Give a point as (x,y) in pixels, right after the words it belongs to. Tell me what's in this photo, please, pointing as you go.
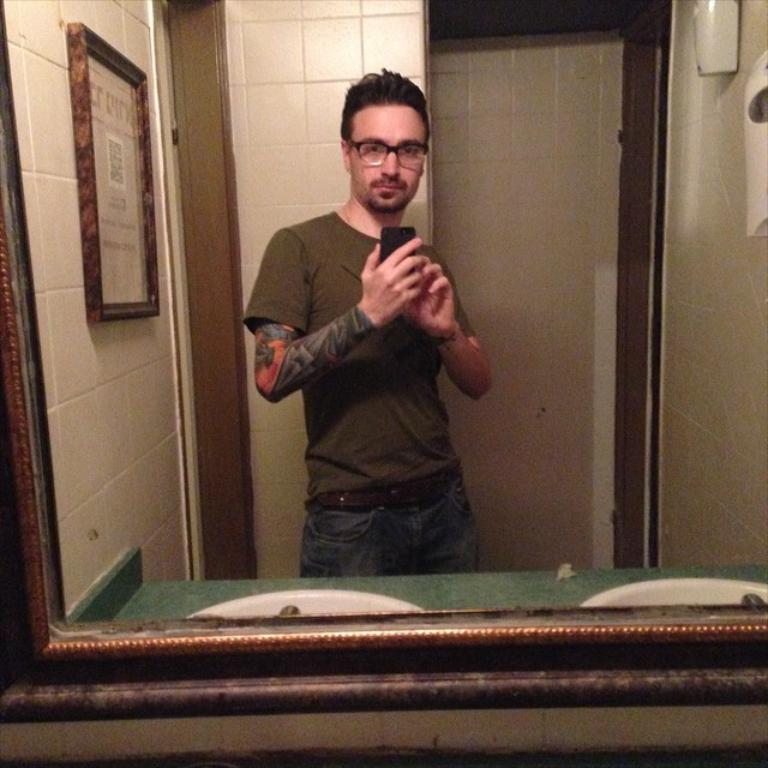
In the image we can see a mirror (318,30), on the mirror (267,30) we can see a person (332,388) standing and holding a mobile phone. Beside him there is a wall (168,522), on the wall (33,152) there is a frame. Behind him there is a wall (491,428) and door (612,433).
